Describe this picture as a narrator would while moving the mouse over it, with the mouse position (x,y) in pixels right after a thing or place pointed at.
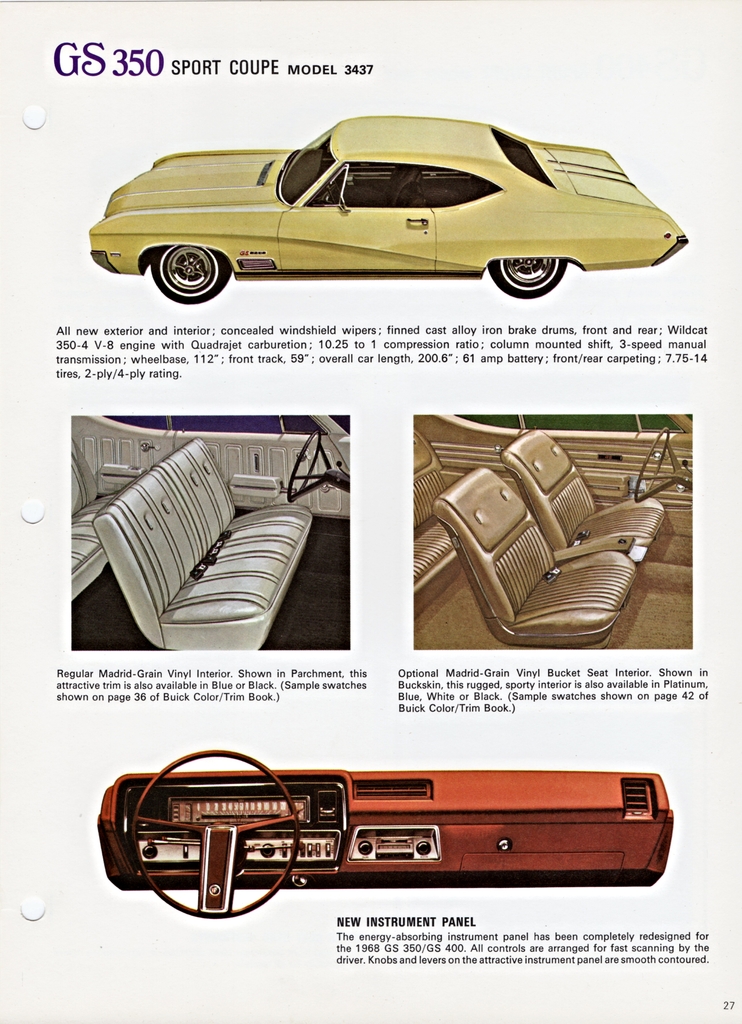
In this image there is a poster (452,15), on that poster (173,99) there are car pictures (283,235) and some text (452,945).
